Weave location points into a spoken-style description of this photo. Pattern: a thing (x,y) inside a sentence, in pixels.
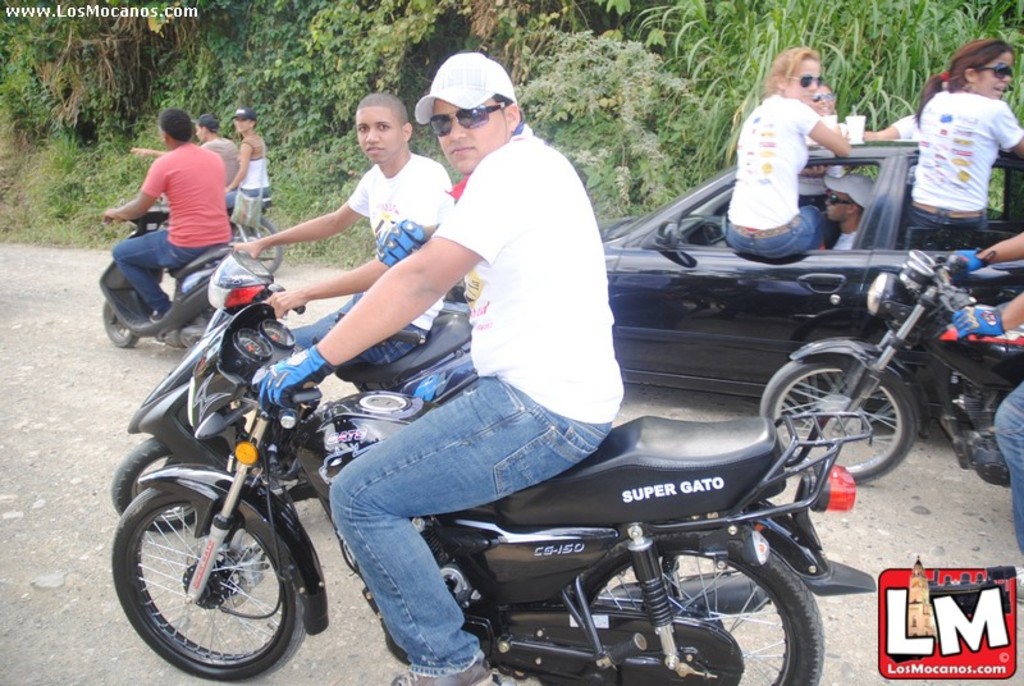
In this image I can see number of people (495,83) where few of them are on two wheeler (217,340) and few are in a car (731,275). In the background (646,144) I can see number of trees (374,30).
